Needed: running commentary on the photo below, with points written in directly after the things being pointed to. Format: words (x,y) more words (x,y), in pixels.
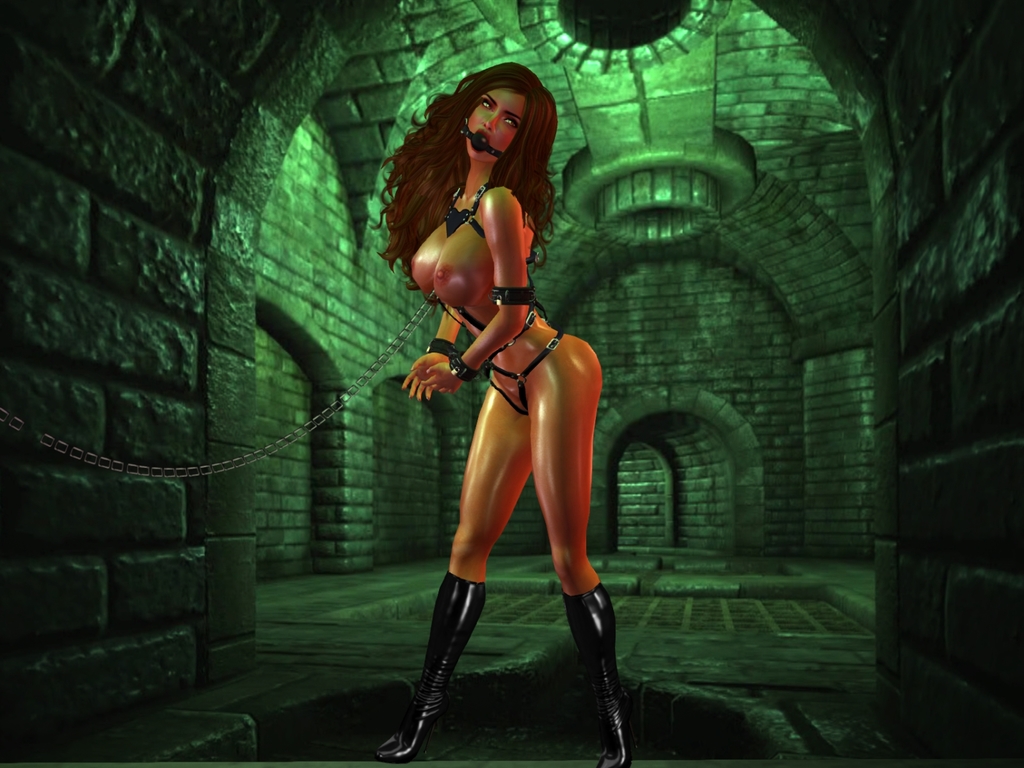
In this image we can see a graphical image of woman (510,203) tied up with chain (255,453) standing on the floor (574,666). In the background (1003,492) we can see walls (315,58).
